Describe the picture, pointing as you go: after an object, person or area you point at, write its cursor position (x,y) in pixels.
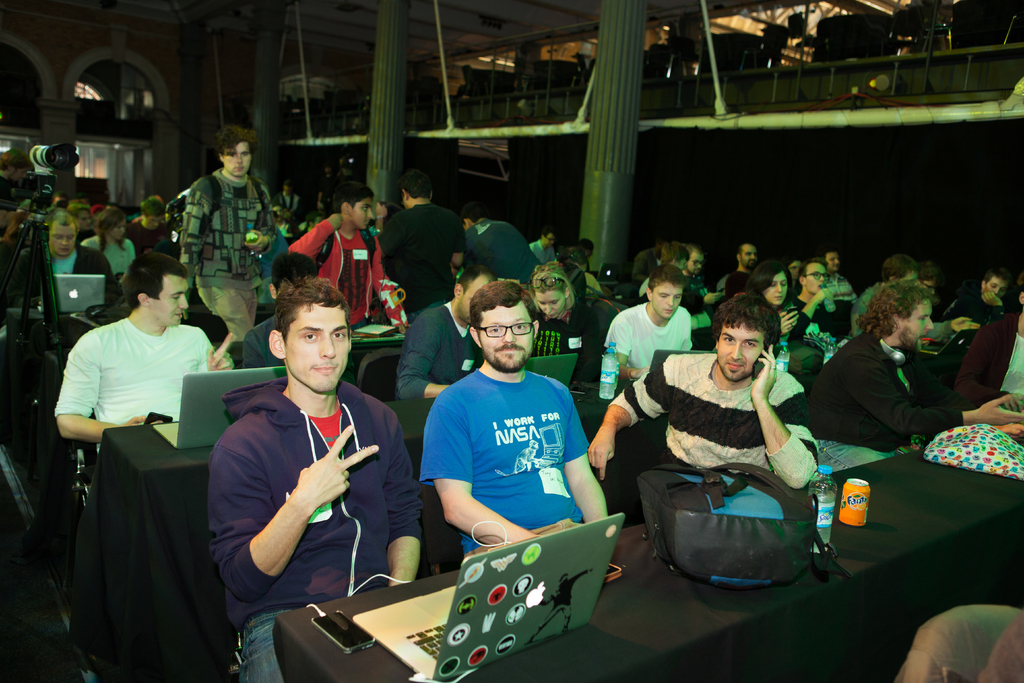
In this image there is a group of people (309,385) sitting in chairs (366,385) with laptops (234,386) and bags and bottles of water (602,392) and cans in front of them on the table (586,387) and there are a few other people (224,239) standing, to the left of the image (38,220) there is a camera (41,170) on the camera stand (44,268), in the background of the image (387,142) there are pillars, behind the pillars (601,77) on the rooftop (843,87) there are chairs (662,61) and tables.
